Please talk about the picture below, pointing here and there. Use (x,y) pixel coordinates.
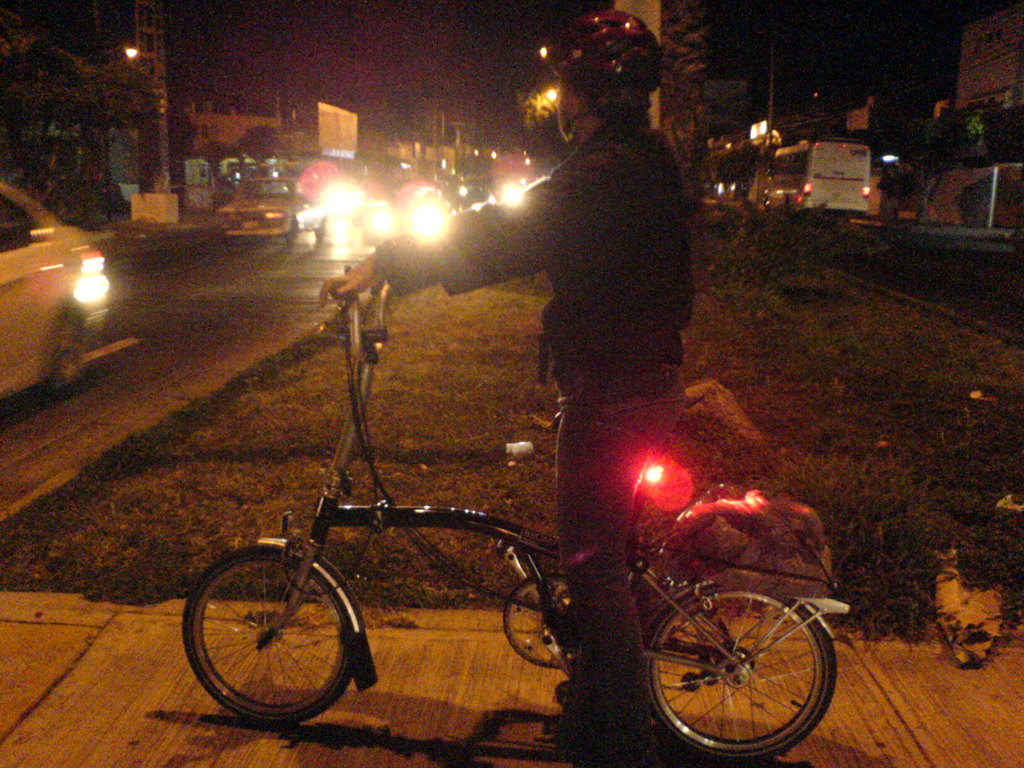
Here in this picture we can see a person (550,320) standing with a bicycle (509,547) present on the ground (530,503) over there and we can see a light (654,494) on the bicycle (648,475) present over there and beside him we can see the ground (444,475) is covered with grass (497,300) over there and we can see cars (311,205), vans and buses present on the road (252,300) over there and we can see trees (63,118) present over there and we can also see light posts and buildings (409,147) present over there.
